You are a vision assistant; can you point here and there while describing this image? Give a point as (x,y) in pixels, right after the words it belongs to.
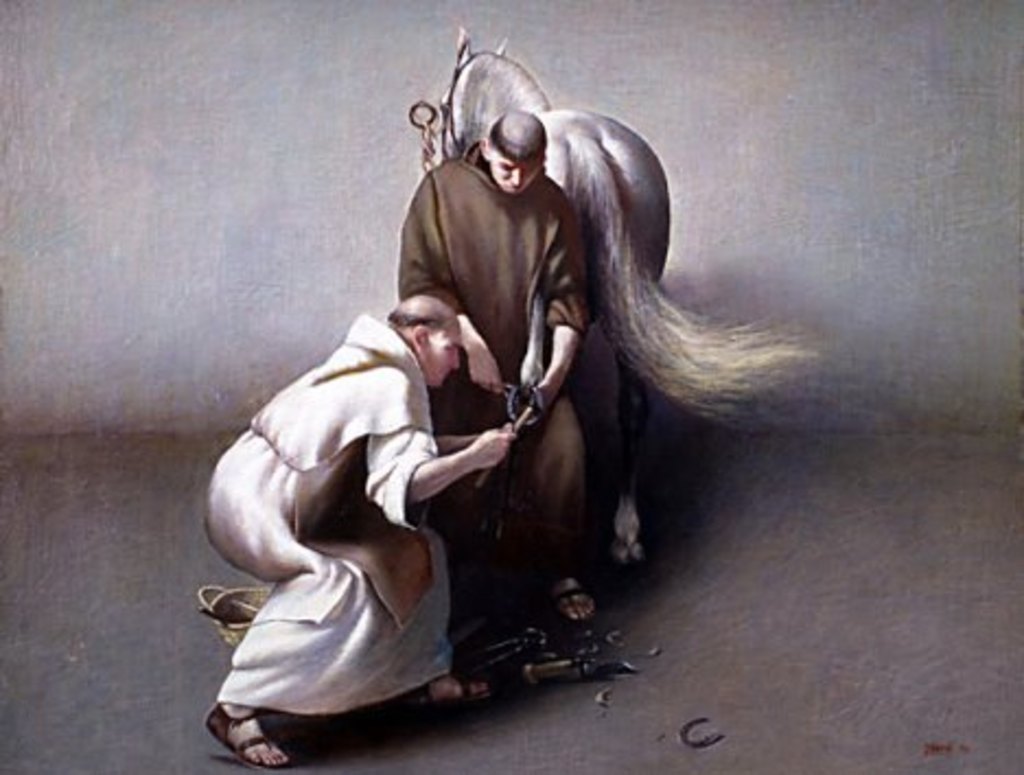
In this image there is a painting (557,399) of a person (339,459) holding an object (516,425) and working on the hoof (527,397) held by the other person (487,255), behind them there is a horse (616,211) and there are some objects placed on the surface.
